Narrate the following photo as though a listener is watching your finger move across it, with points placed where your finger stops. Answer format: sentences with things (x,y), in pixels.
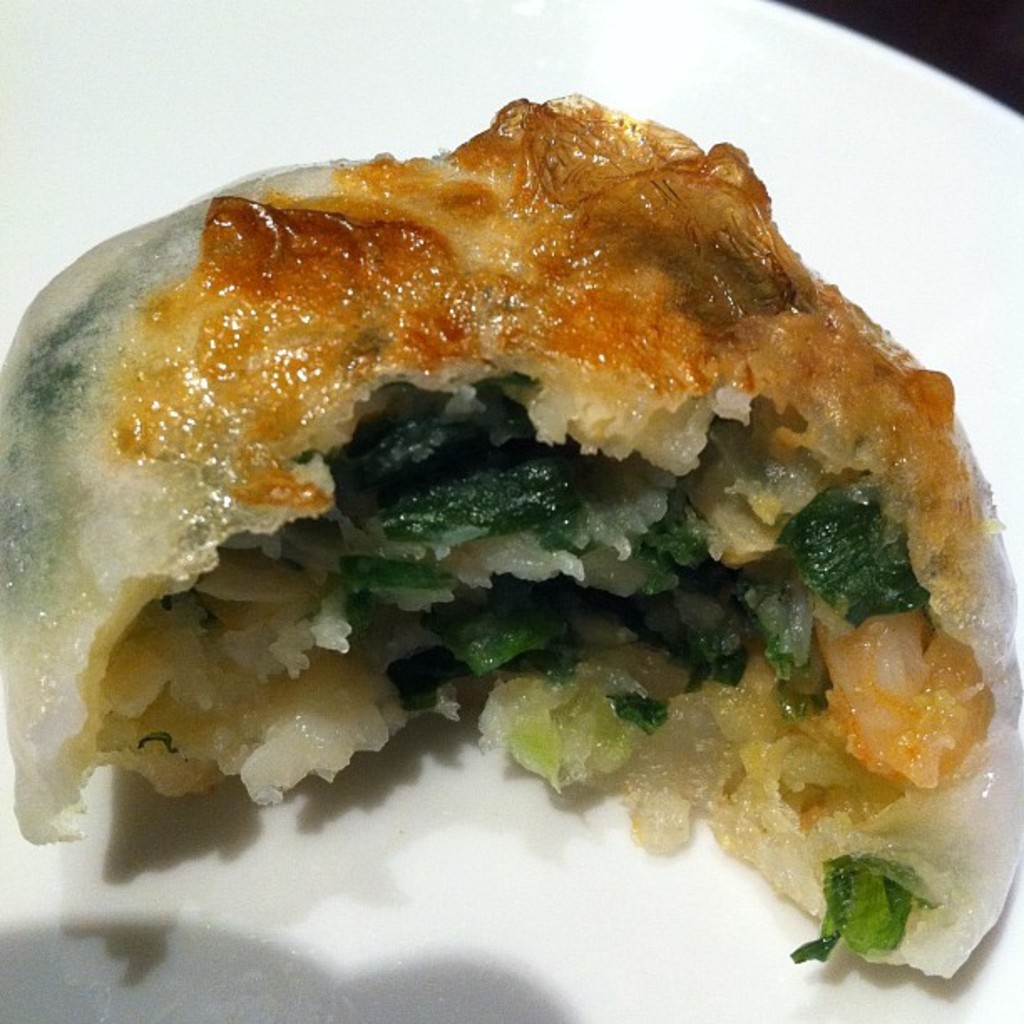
In this picture I can see there is some food (670,467) placed here on the plate (93,57) and it has some green leaves (555,638) in it.
